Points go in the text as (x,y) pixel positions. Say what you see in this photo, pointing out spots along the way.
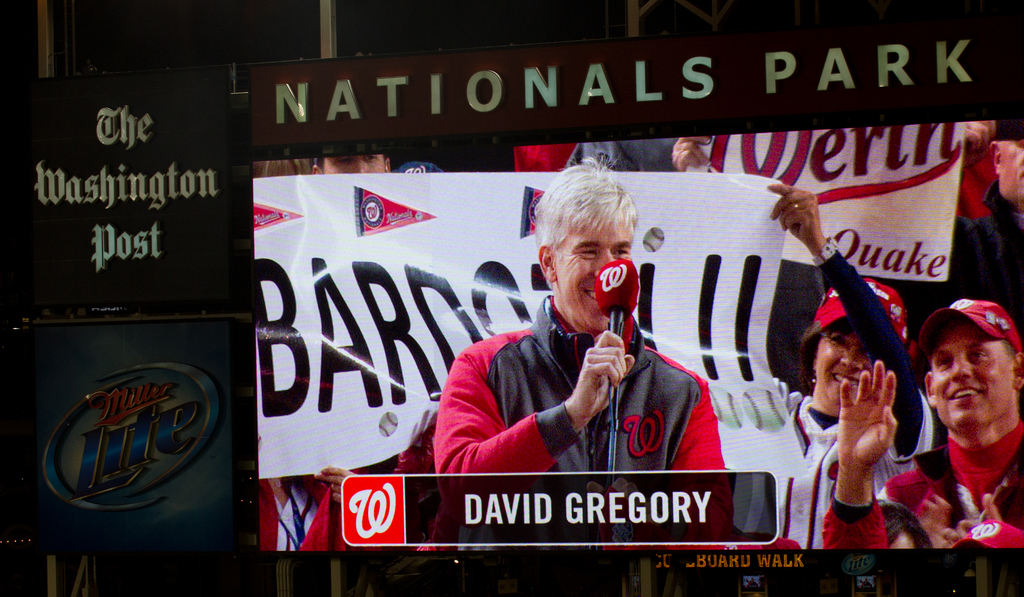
in the center of the image (524,305) there is a screen (519,310) and we can see boards (458,105).
